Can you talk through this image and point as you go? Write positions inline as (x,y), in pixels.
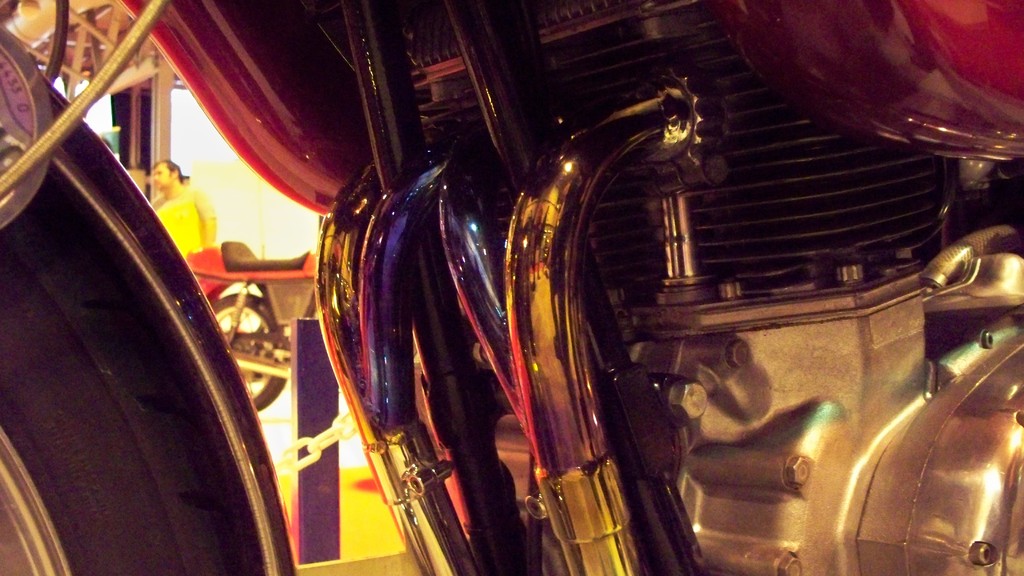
In this image we can see that there is an engine (464,103) of a motorbike (483,184). On the left side (115,376) there is a tyre (111,439). In the background (204,209) there is a man (200,219) standing near the bike (252,279).
